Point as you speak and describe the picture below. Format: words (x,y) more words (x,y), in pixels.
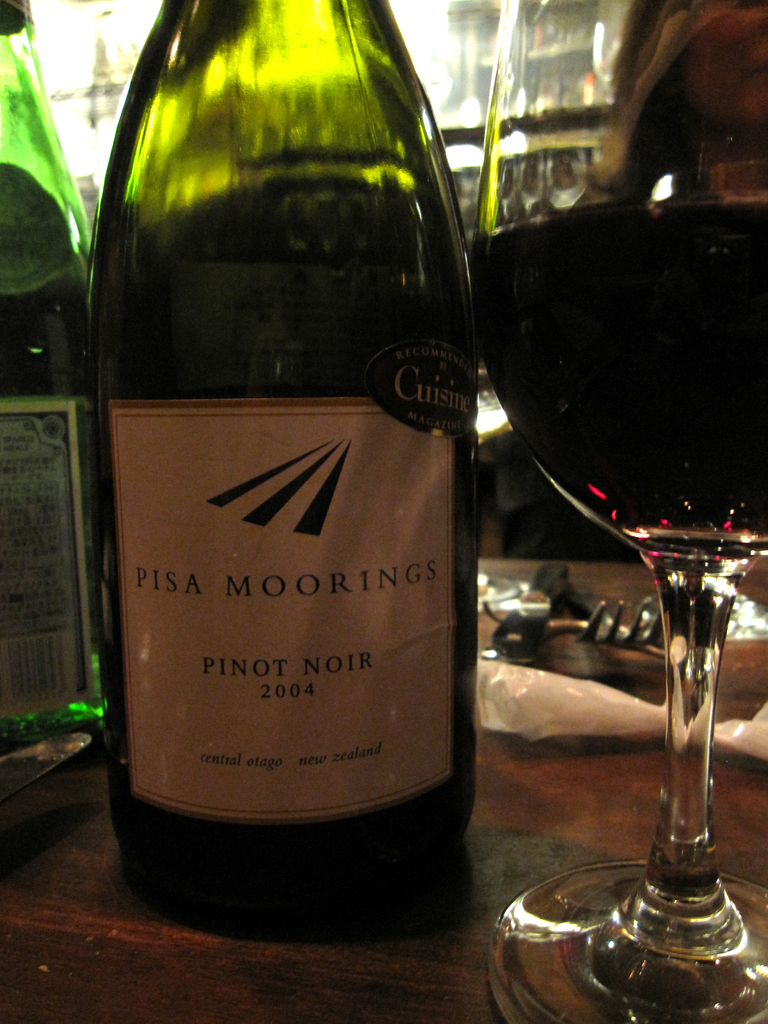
In this image we can see a green color bottle (303,738) with label (316,745) on it and a glass (642,330) with drink (663,412) on the right side of the image (709,320). In the background (608,636) we can see spoons (535,618), forks (649,642) and a bottle (4,514) placed on the table (454,926).
